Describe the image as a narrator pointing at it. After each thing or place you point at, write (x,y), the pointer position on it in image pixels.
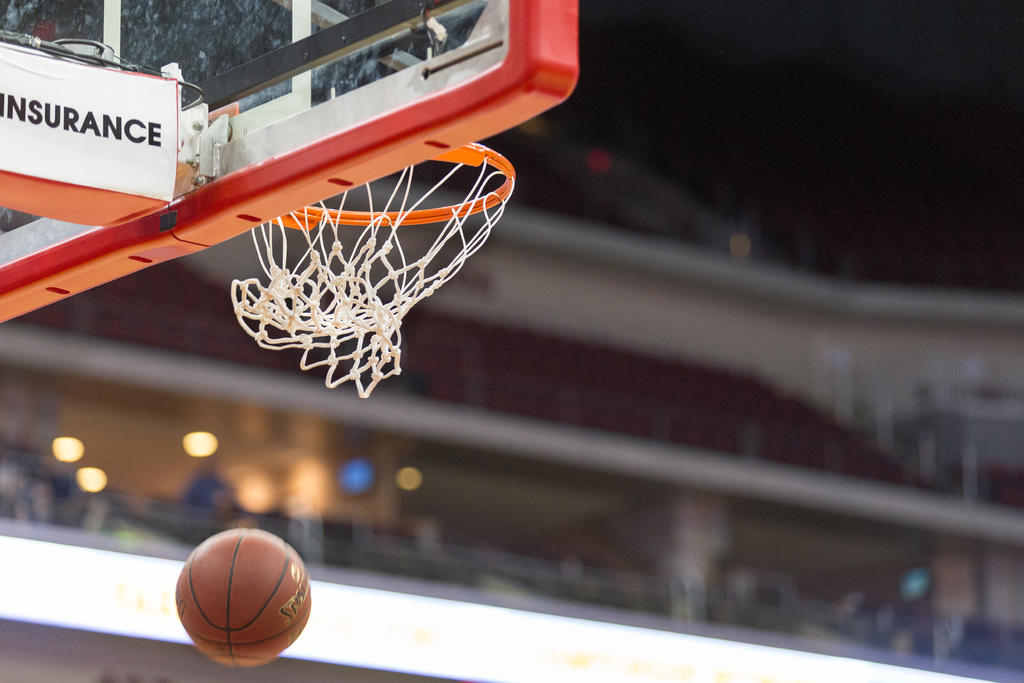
In this picture there is a basket board (314,89) in the top left side of the image (87,158) and there is a ball (212,582) at the bottom side of the image (240,593).
